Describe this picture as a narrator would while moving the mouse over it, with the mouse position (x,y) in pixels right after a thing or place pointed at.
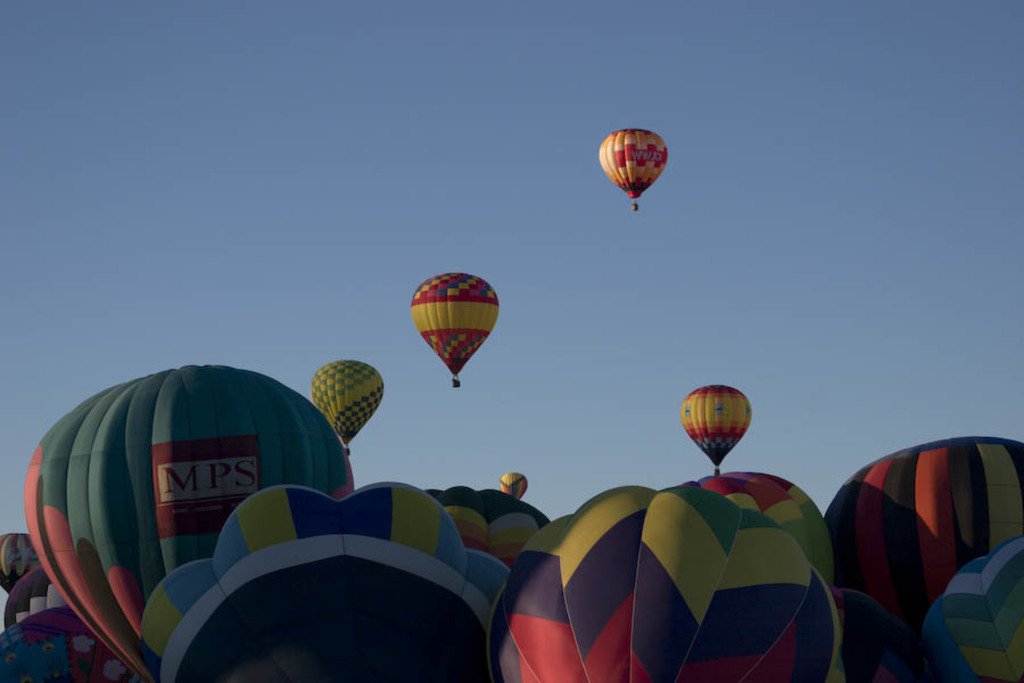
In this image we can see some hot air balloons (453,328) in the air (632,305). Sky (307,183) is also visible.
